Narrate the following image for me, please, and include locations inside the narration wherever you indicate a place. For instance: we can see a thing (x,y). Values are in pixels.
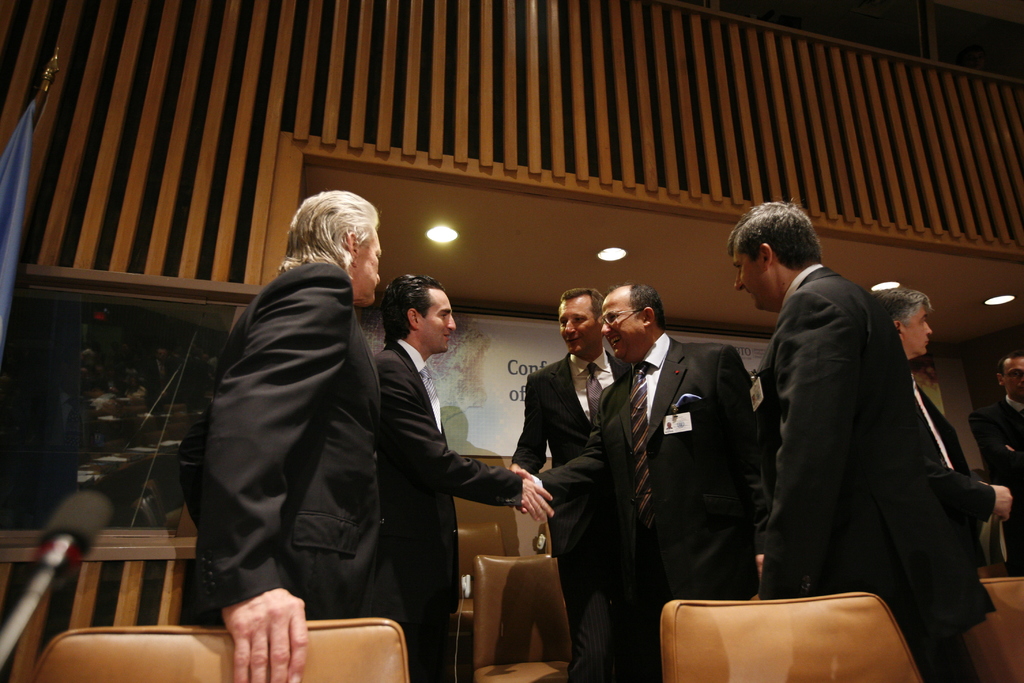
In the center of the image (661,334) we can see two people (651,529) shaking their hands (536,488). In the background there are people (1008,569). At the top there are lights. At the bottom (733,622) we can see chairs (818,652). On the left (81,517) there is a mic (95,518) and a flag (18,235).
